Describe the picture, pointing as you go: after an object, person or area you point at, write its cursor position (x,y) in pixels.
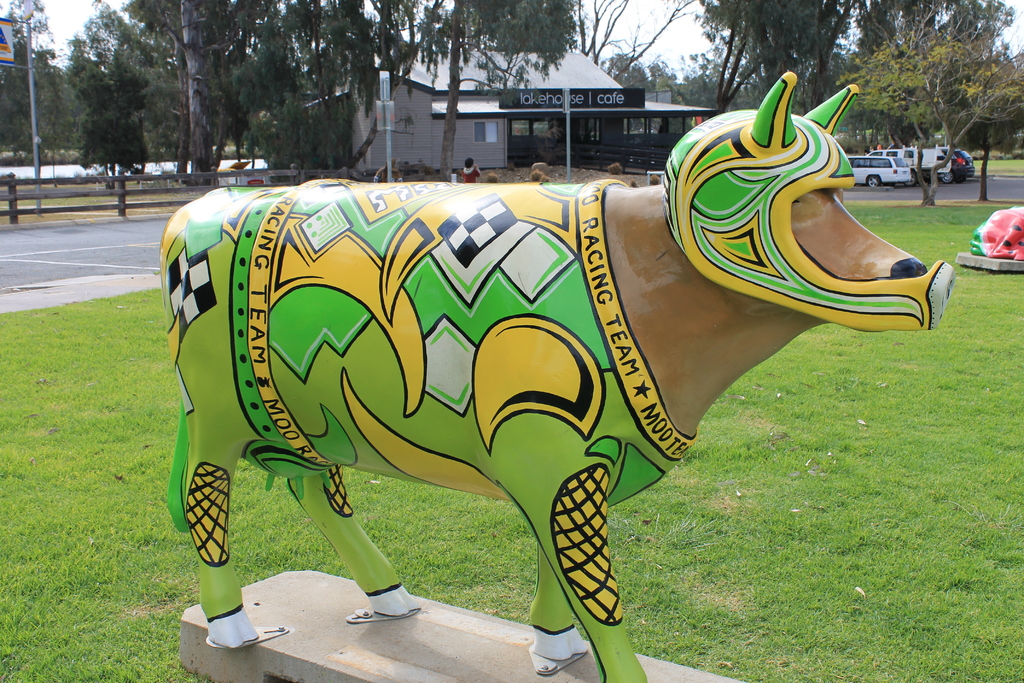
In this image in the foreground (437,389) there is one toy (672,341) and in the background (665,161) there are some cars (897,171), house (649,141), fence (110,179) and some trees (272,89). At the bottom (870,564) there is a grass (417,514).
